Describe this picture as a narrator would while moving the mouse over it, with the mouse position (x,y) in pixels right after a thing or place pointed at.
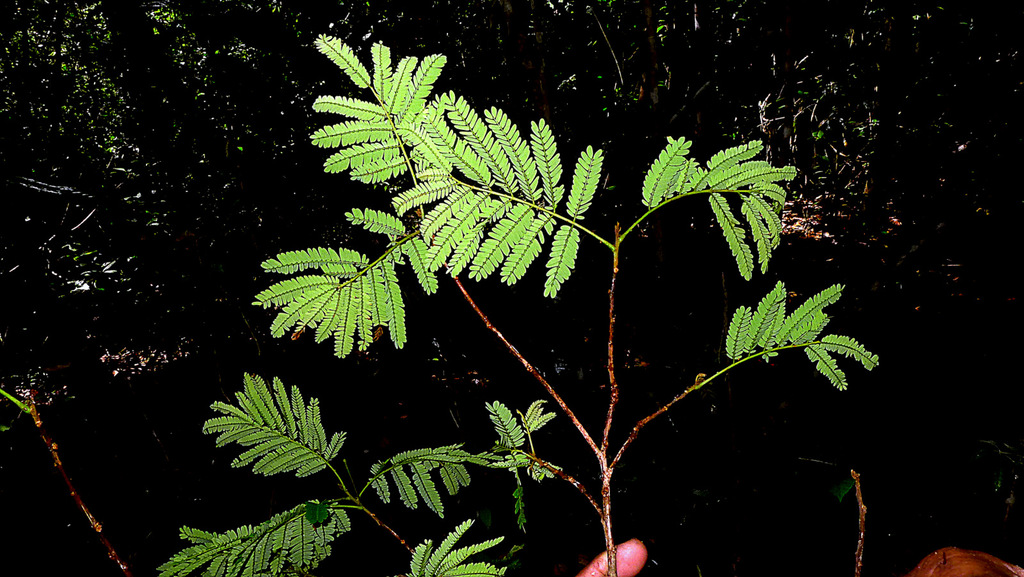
In the image plant (459,281), a person's finger (629,566) and some other objects (963,563). The background of the image (550,492) is dark.
